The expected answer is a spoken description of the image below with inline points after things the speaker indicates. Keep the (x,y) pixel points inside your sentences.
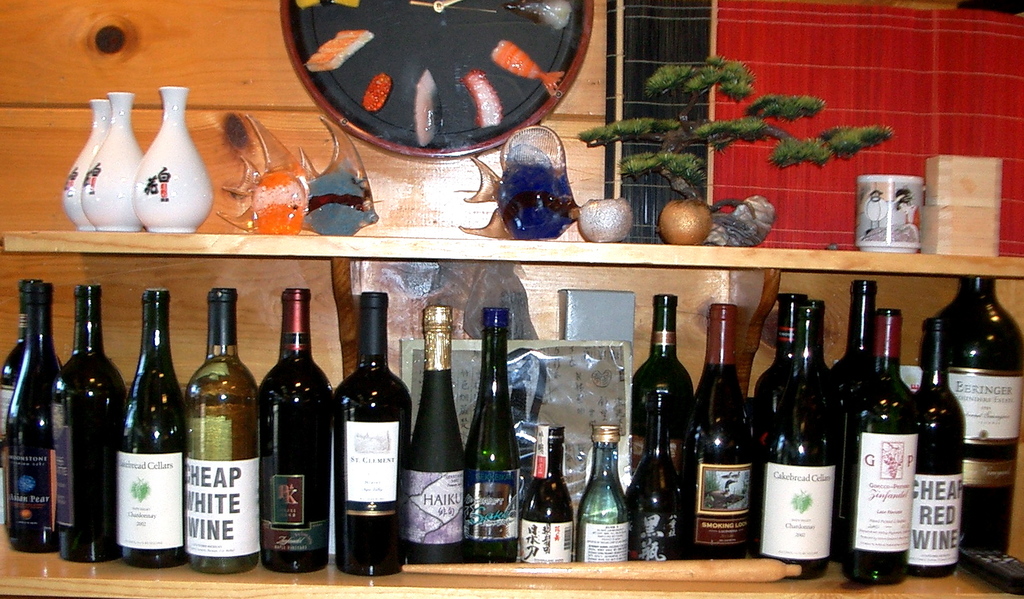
In this picture we can see two racks (258,242). On the top (302,165) we can see few white colour pots (195,211), fishes (373,216), plants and cup show pieces (874,210). At the down rack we can see bottles (473,469) arranged in a sequence manner.
